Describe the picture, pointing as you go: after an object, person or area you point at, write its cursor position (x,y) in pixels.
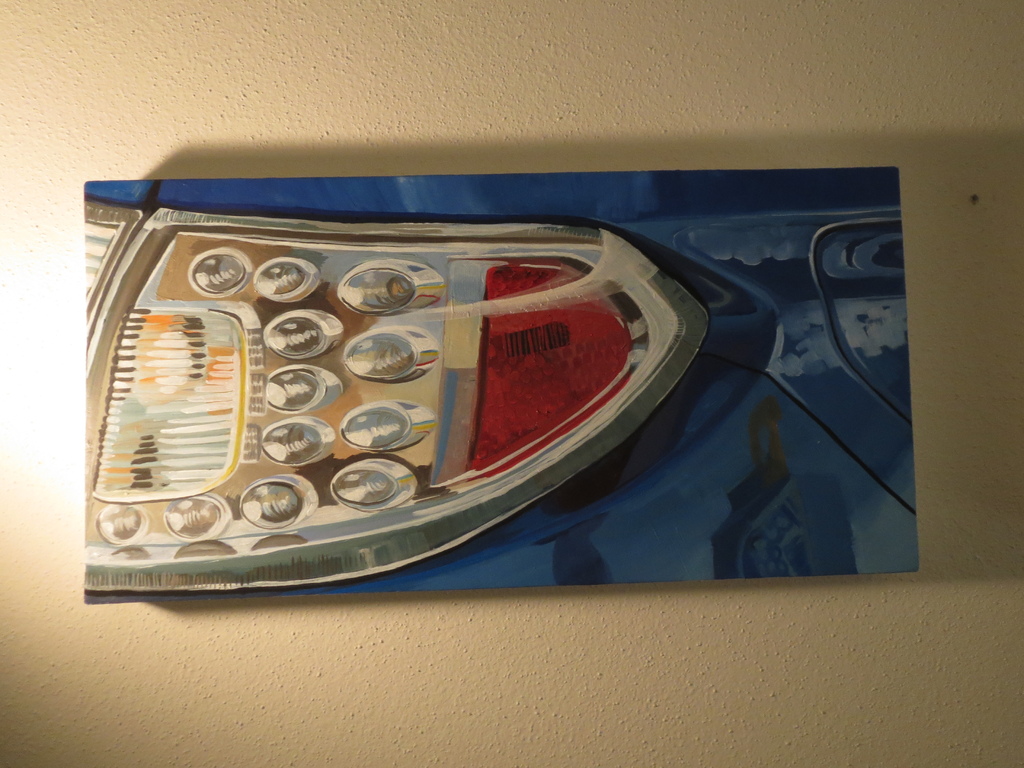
In the picture we can see a wall (70,511) on it we can see a picture (277,389) of a blue color car tail light (215,436).
